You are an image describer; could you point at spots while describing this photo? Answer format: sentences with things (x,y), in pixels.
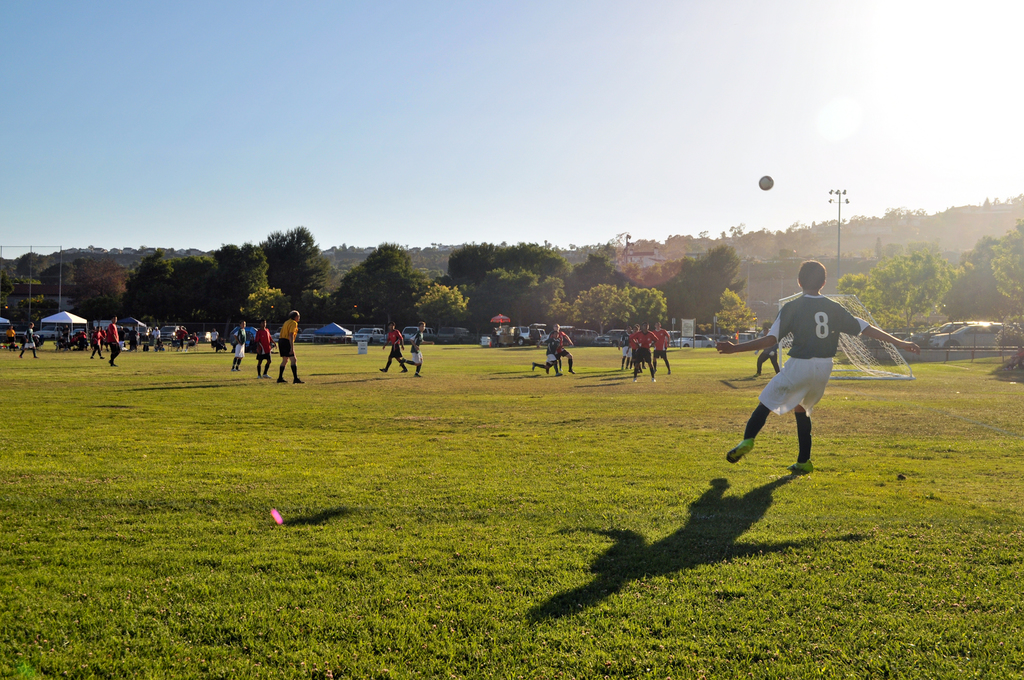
In this picture I can see there are few players (659,342) in the playground (588,503) and there are wearing jerseys (833,338) and there is a net (867,347) on to right (853,352) and there are few tents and vehicles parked in the backdrop (322,328) and there are trees (198,311), poles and there is a mountain (971,243) in the backdrop (975,223) and the sky (429,80) is clear and sunny.
